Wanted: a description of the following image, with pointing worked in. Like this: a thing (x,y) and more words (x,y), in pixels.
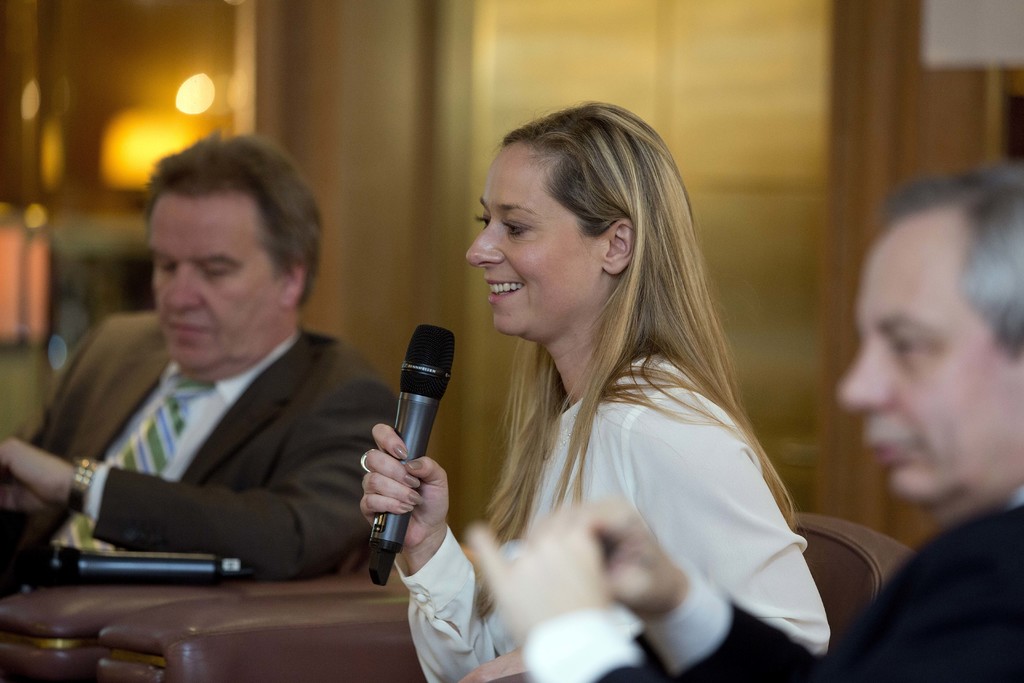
In this picture few people (763,676) seated and I can see a woman (420,529) holding a microphone (413,443) and speaking and I can see a man (153,440) looking at his wrist watch (85,492) and it looks like a light (206,103) in the back (137,133) and I can see blurry background (397,51).
